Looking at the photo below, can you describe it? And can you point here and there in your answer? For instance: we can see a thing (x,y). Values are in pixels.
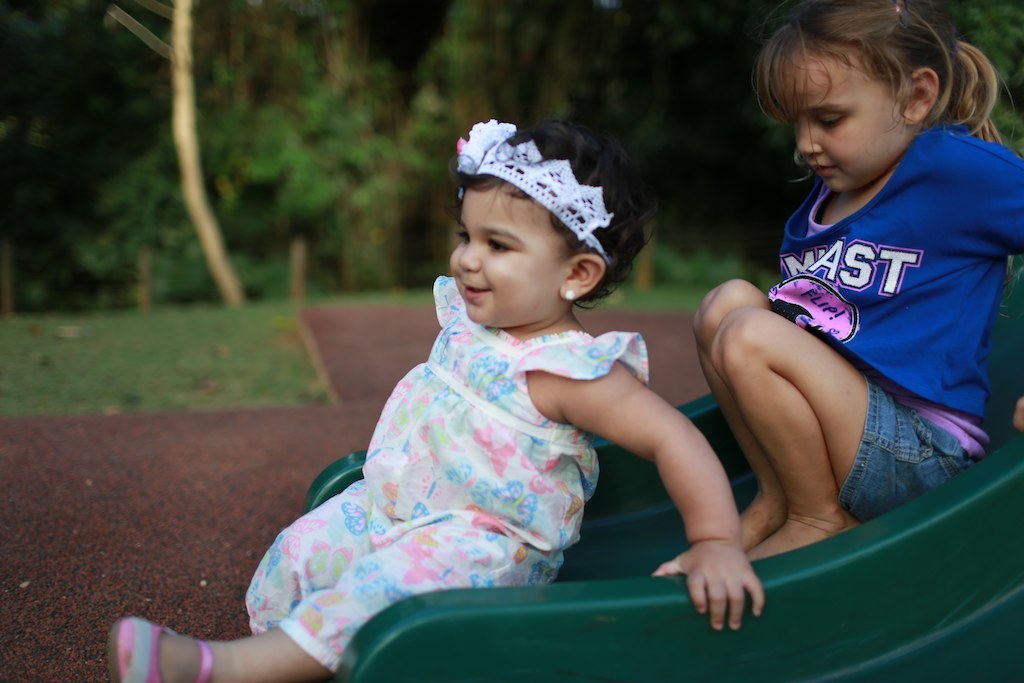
In this picture we can observe two girls (492,469) sliding on the green color sliding board (594,588). One of the girl (447,299) is smiling. In the background (91,269) we can observe some trees (247,130).
